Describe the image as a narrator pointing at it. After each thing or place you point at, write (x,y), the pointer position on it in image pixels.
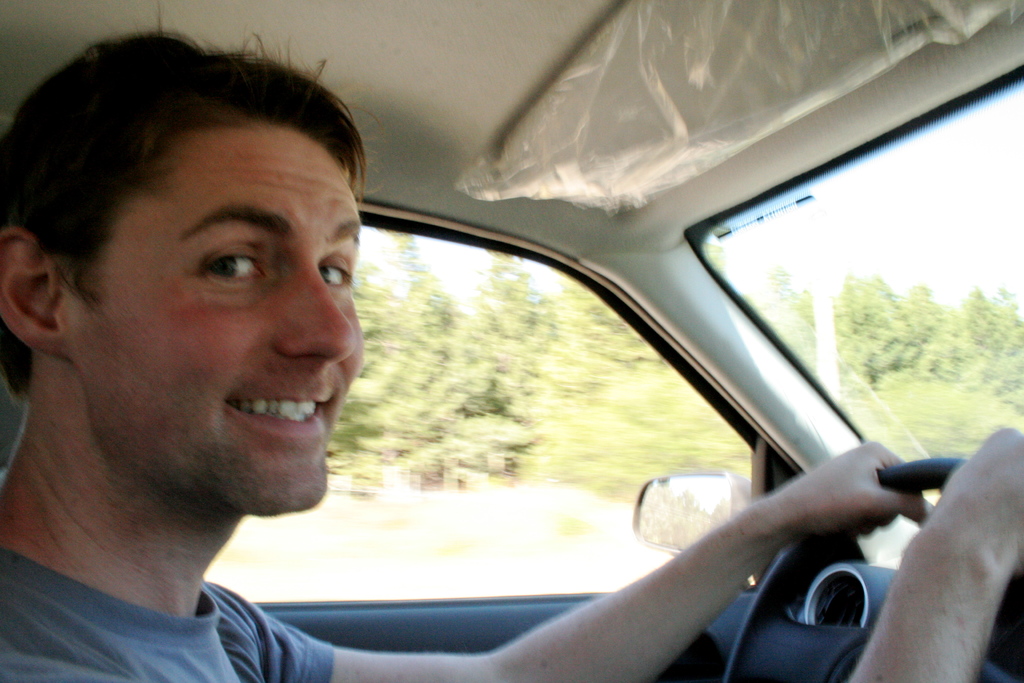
In this picture we can see a man (87,104) inside the vehicle (856,565). This is mirror (713,510) and these are the trees (963,368).
